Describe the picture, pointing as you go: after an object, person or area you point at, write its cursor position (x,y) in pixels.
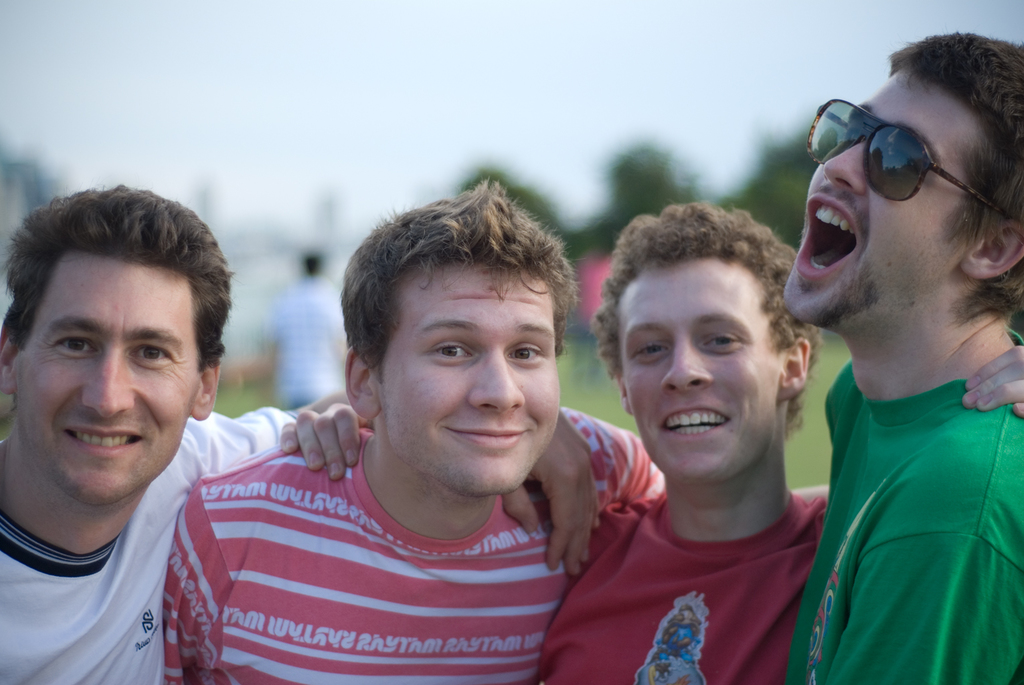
In this image we can see there are group of people (198,448) standing and smiling, behind them there is a person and trees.
